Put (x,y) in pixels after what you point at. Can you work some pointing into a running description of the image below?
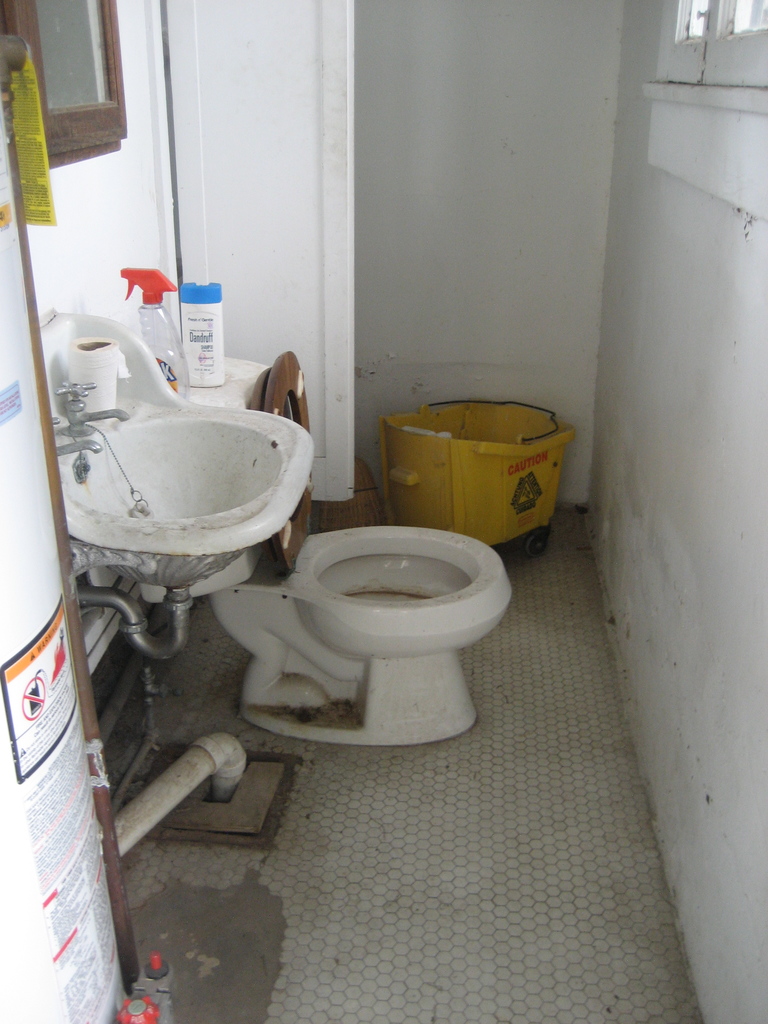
In the center of the image (302,345) there is a wall (559,488), sink (184,473), yellow color object (462,494), bowl toilet (463,611), bottles (183,364), posters (73,727) with some text (81,773), taps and a few other objects (105,808).
